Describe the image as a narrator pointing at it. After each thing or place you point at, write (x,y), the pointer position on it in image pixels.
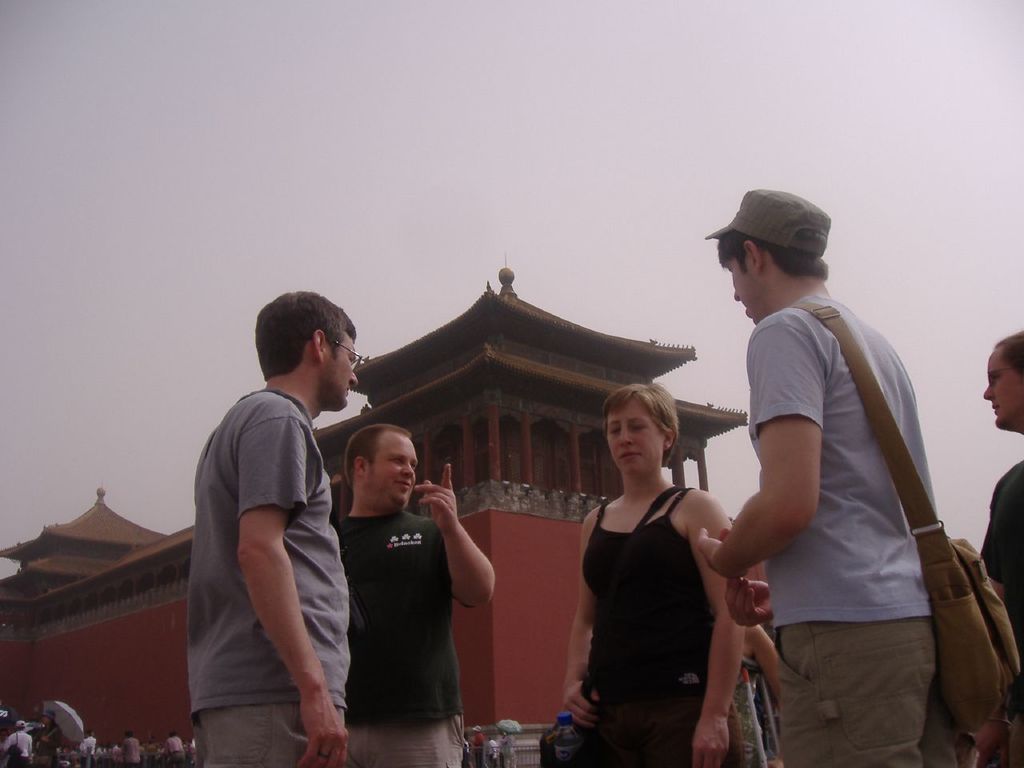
In this picture I can see group of people (678,599) standing, there are two persons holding the umbrellas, this is looking like a Chinese building (456,408), and in the background (467,145) there is sky (578,64).
